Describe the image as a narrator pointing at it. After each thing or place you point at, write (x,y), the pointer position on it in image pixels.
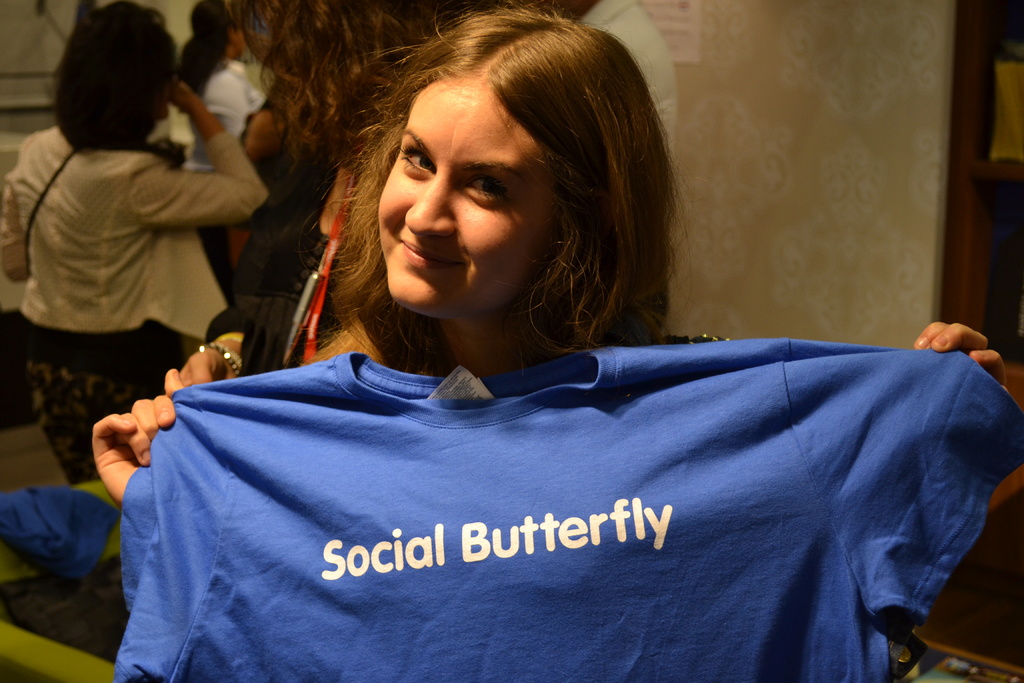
In this image we can see a woman (589,288) holding a t-shirt (312,465) and there is some text (390,560) on it and she is posing for a photo and behind we can see few people (323,109) and there is a wall (753,74).
